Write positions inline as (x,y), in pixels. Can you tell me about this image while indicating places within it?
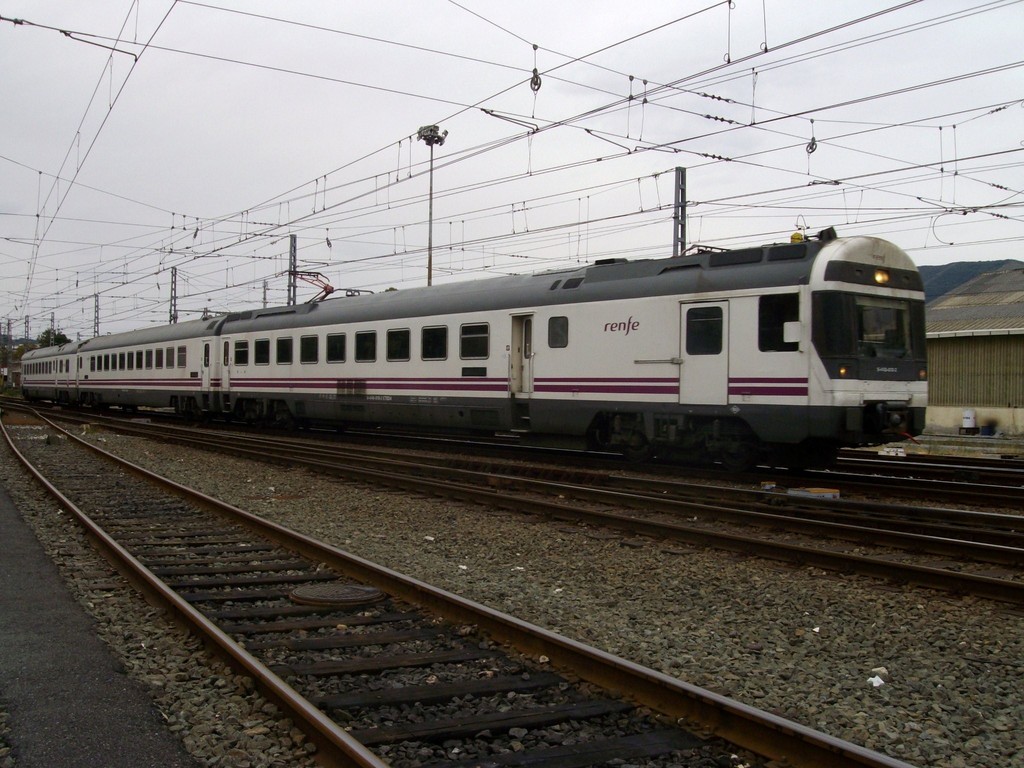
At the bottom of the image (223,705) we can see some stones (180,455) and tracks (312,455). In the middle of the image (344,396) we can see a locomotive (467,402). Behind the locomotive (765,254) there is a shed (965,395), poles (294,242) and wires (965,213). At the top of the image (583,245) there are some clouds (1004,80) in the sky (92,54).
